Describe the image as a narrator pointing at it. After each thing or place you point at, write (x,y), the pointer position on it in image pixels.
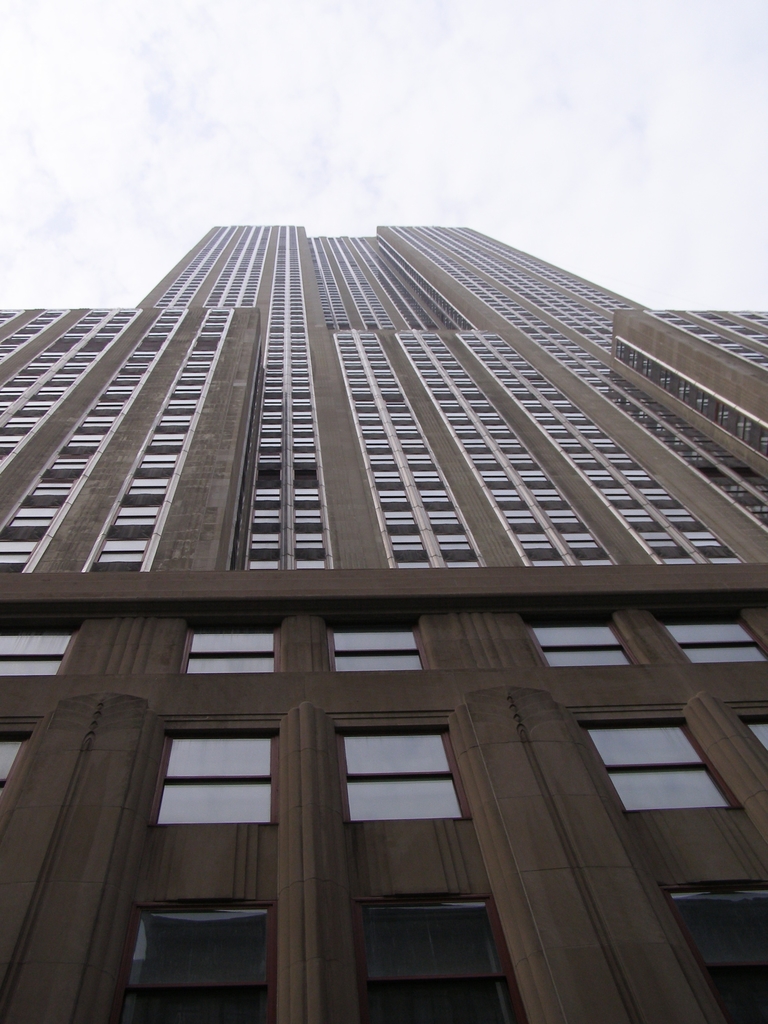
In this image we can see a building (462,399). On the building (400,393) we can see glass windows (663,500). At the top (530,99) we can see the sky (316,146).
